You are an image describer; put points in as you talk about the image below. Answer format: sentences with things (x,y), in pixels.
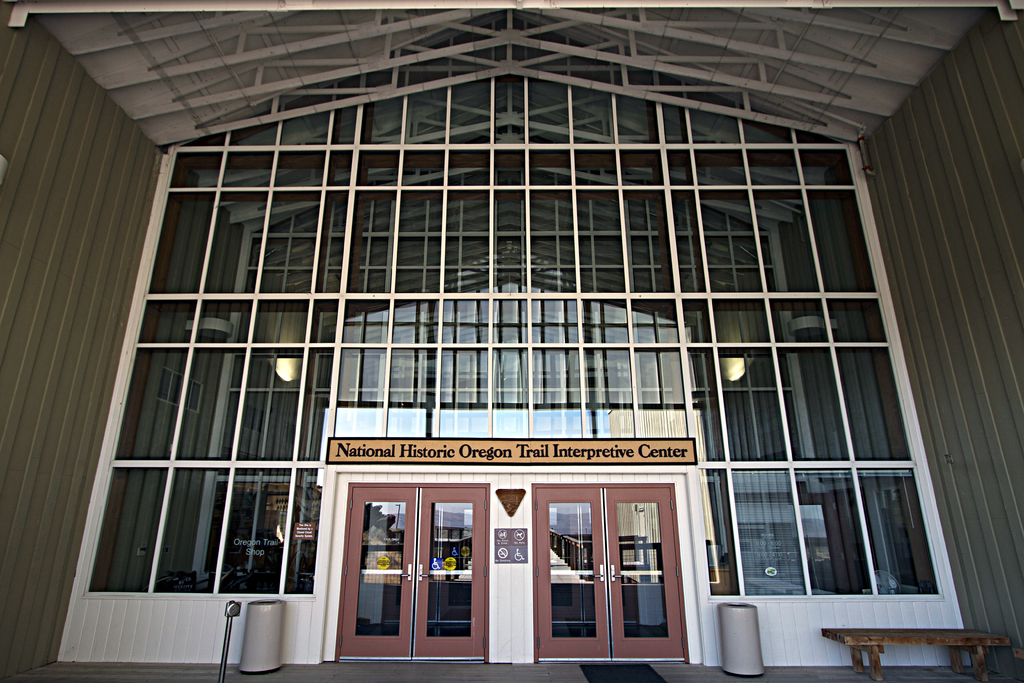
In this image I can see doors (485,578), a table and some other objects (736,663) on the floor (379,673). I can also see framed glass wall (408,268), lights (732,364) and other objects (752,662).
